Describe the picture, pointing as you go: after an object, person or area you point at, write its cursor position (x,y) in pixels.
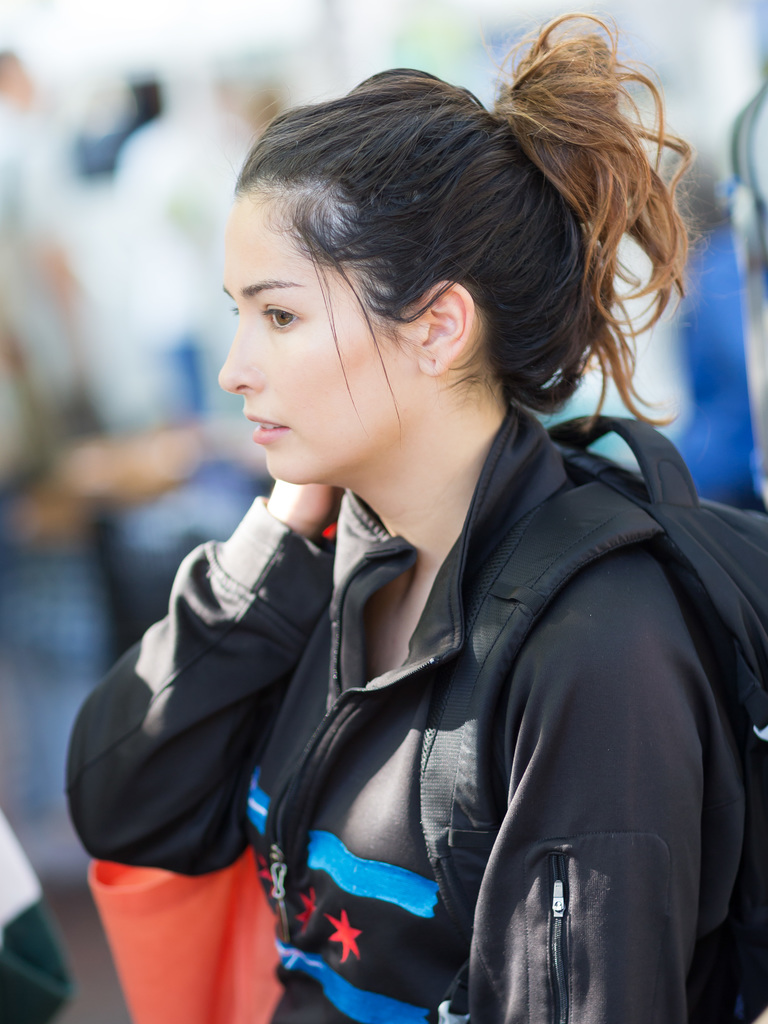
In front of the image there is a person (403,494) wearing a bag (635,436). Behind her there are a few other people (738,362).
